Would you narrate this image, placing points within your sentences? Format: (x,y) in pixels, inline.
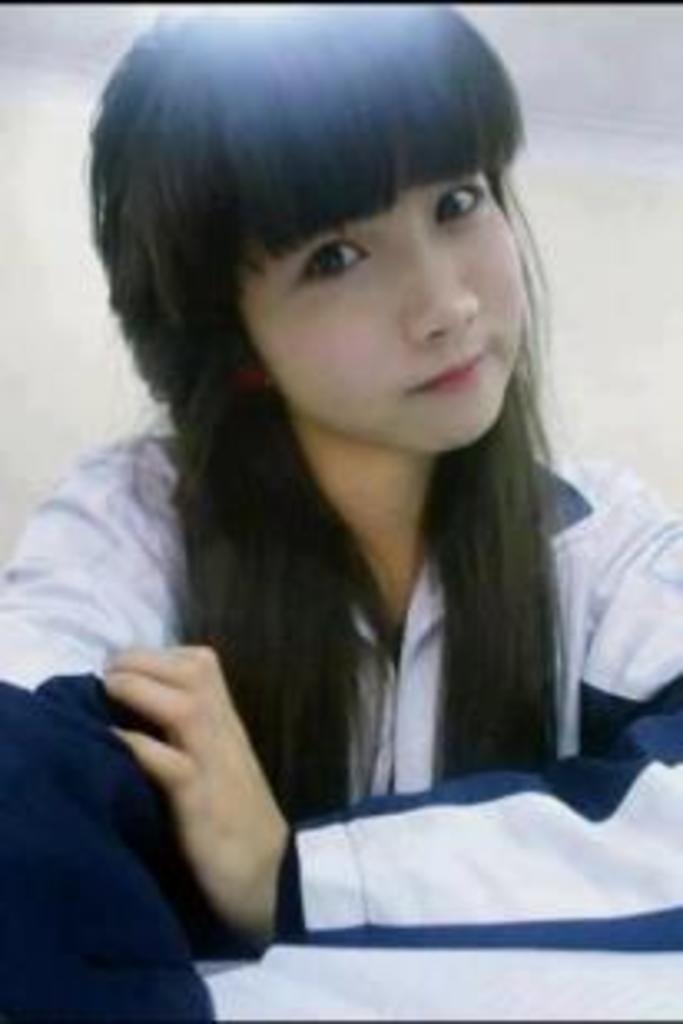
In this picture we can see a woman (401,553) and there is a white background (655,416).
